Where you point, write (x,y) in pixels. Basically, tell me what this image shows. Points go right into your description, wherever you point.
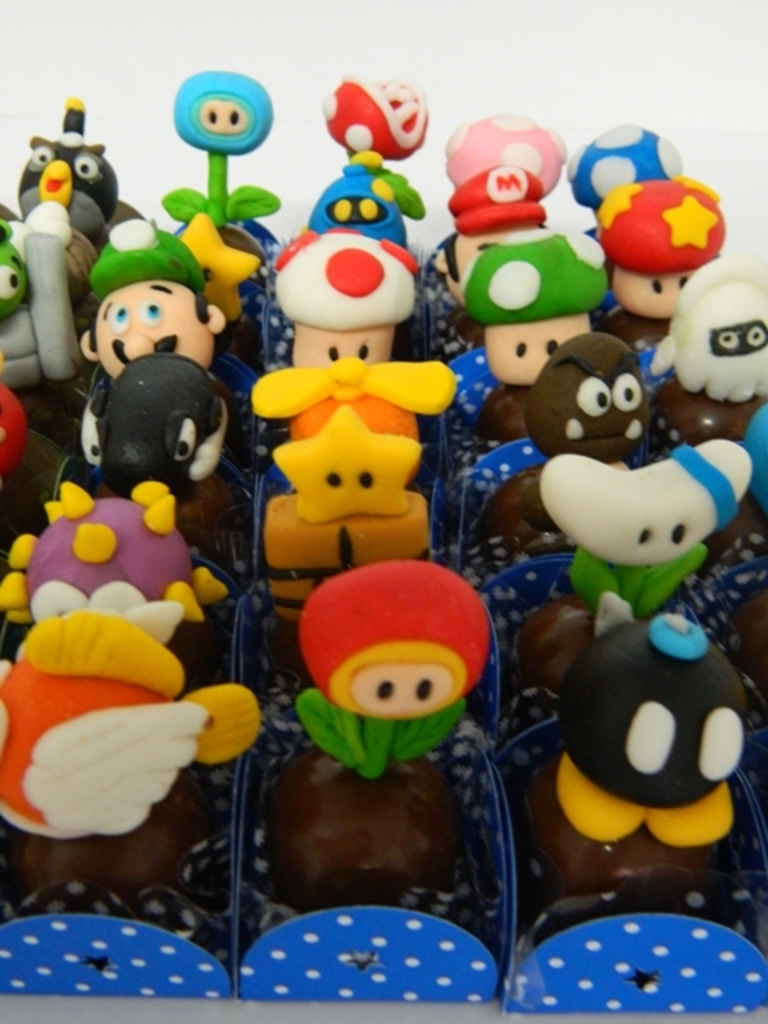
In this image, we can see food (409,881) in the boxes (5,940). At the bottom of the image (36,1018), there is a surface (10,1006). Background (721,118) we can see white color.
